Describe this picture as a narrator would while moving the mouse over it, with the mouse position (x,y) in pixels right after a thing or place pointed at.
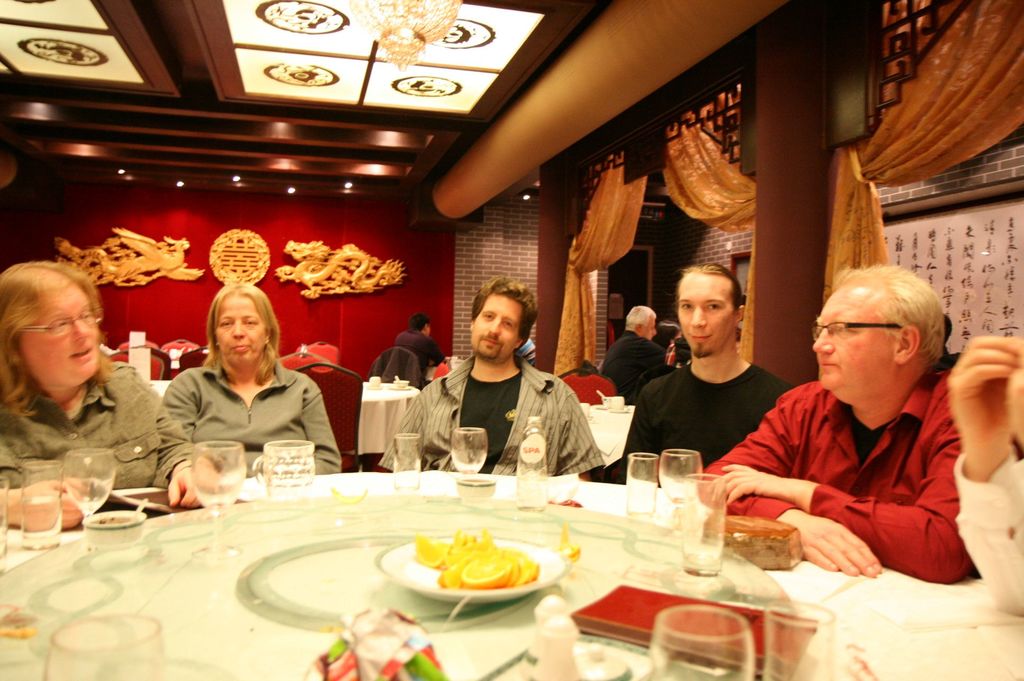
This image is clicked in a restaurant (430,475) where there is light (441,39) on the top (504,41), curtains (629,199) on the right side (702,167). There is a table (425,486) and chairs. People (259,401) are sitting on chairs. On the table (405,536) there are glasses (199,480), cups (289,475), plates (486,591), eatables (474,579), book (642,610), bottle (532,494).
